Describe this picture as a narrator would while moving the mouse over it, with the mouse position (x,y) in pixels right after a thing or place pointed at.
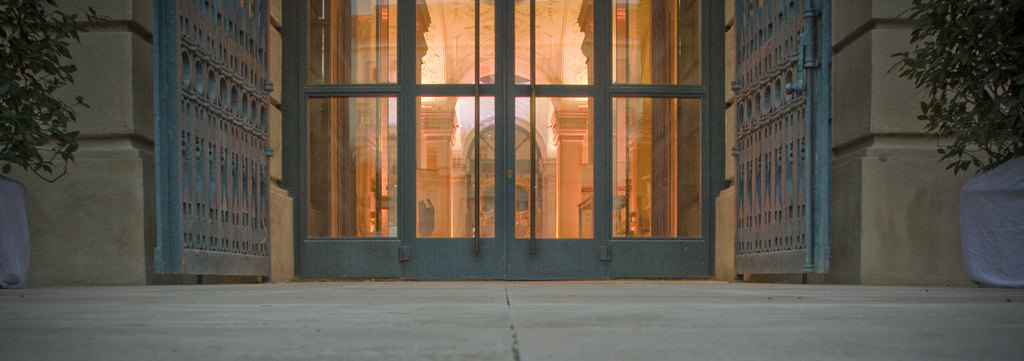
In the image we can see some plants (42,45). Behind the plants (55,33) there is a building (877,43).
